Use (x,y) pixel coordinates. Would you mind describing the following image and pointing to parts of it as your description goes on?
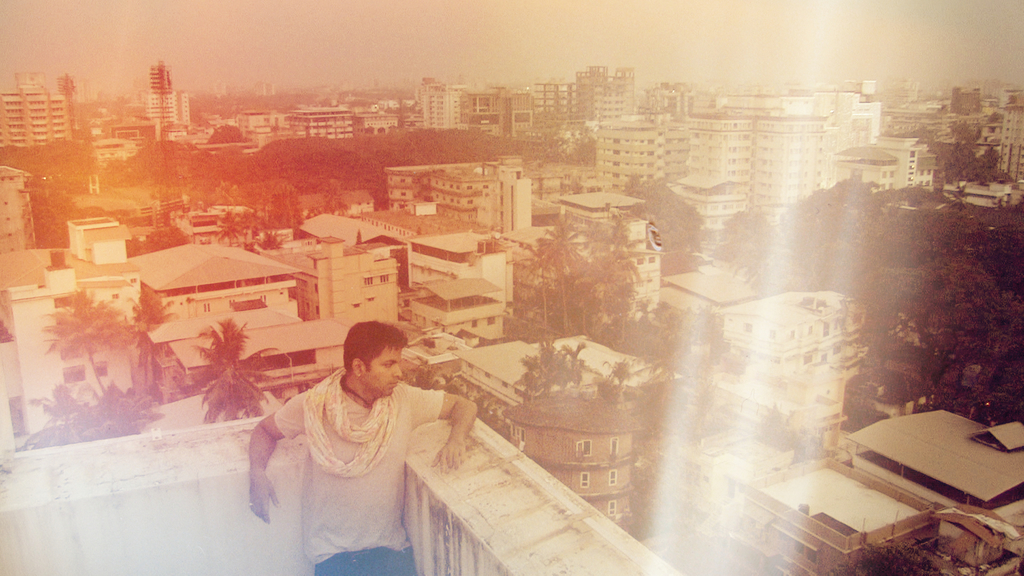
This picture shows a man (420,399) standing on the building (49,471) and we see trees (961,319) and buildings (320,126) and few lights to the towers (628,71).
